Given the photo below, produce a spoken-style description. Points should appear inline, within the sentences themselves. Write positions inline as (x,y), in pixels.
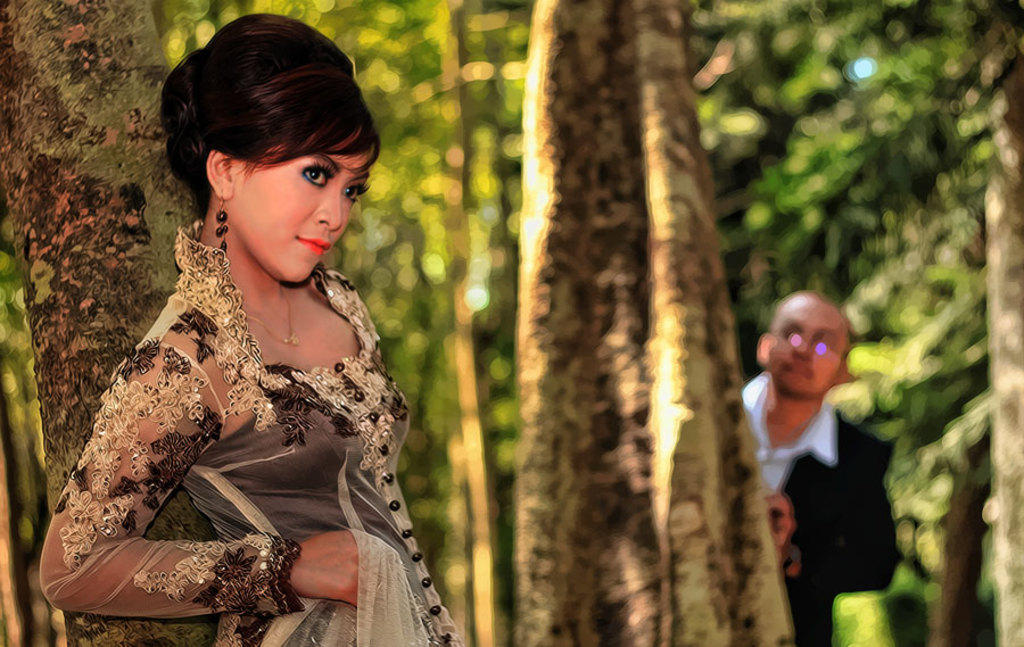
There is one woman (246,465) standing on the left side of this image (243,458) and a man (809,500) standing on the right side of this image (868,478). We can see trees (436,181) in the background (566,252).
